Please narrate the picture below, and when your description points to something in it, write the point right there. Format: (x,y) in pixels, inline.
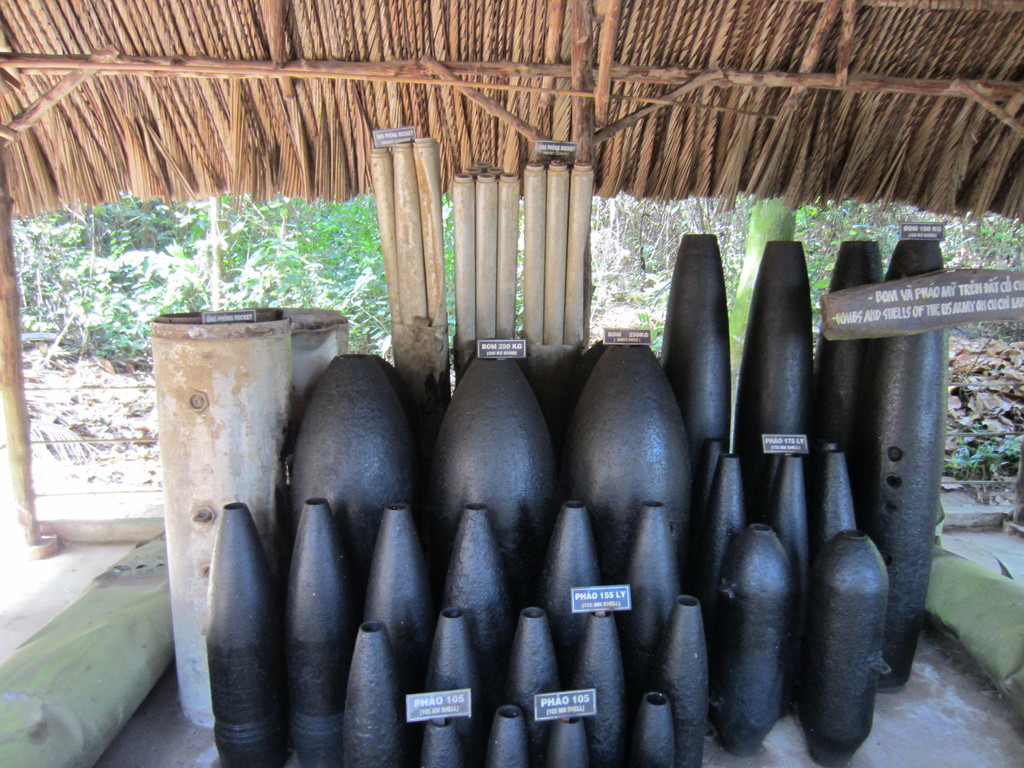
In this image we can see ammunition (461,463), which is in black color. In the background of the image (949,174) we can see trees (97,281) and roof (177,128) of a hut (501,99).
